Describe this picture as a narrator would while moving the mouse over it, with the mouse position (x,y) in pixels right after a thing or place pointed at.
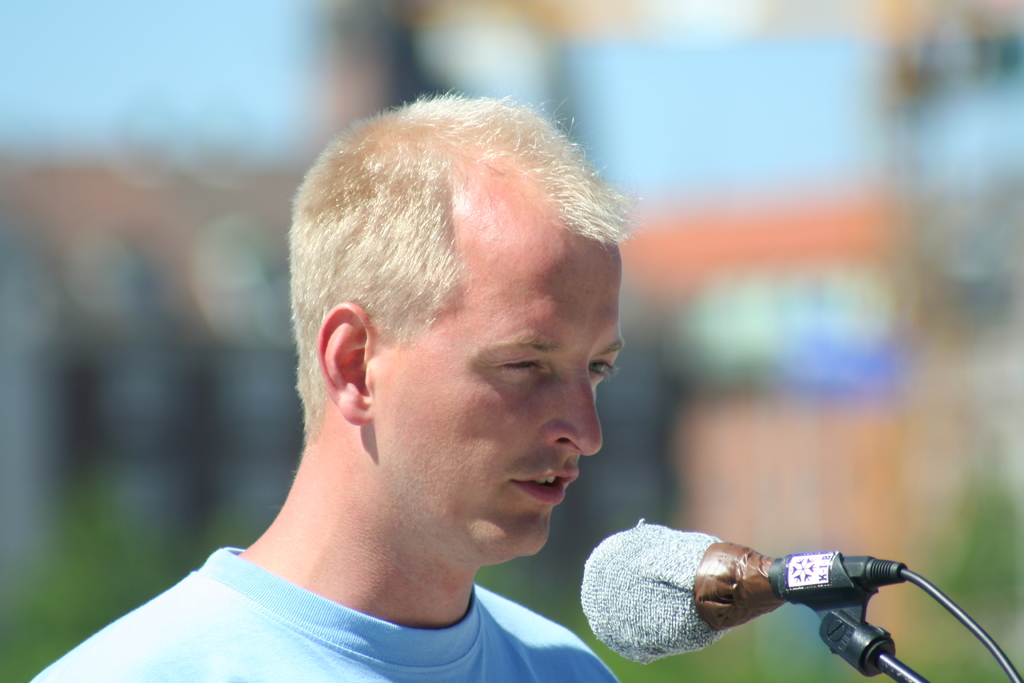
In this image we can see a person (473,456) and there is a mic (708,598) in front of him. In the background (712,373), we can see the image is blurred.
